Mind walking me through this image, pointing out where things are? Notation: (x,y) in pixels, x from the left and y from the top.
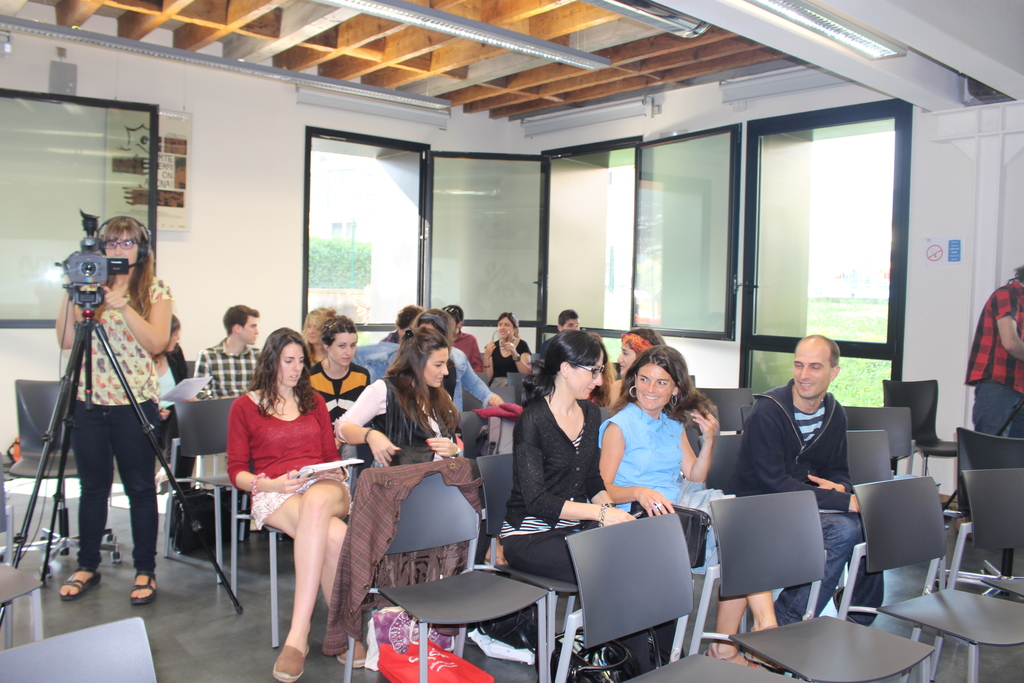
In this image I see lot of people (126,234) and most of them are sitting on the chairs (25,391) and 2 of them are standing, I can also see that this woman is near the camera. In the background (93,200) I see the wall (962,417) and windows (549,328).
